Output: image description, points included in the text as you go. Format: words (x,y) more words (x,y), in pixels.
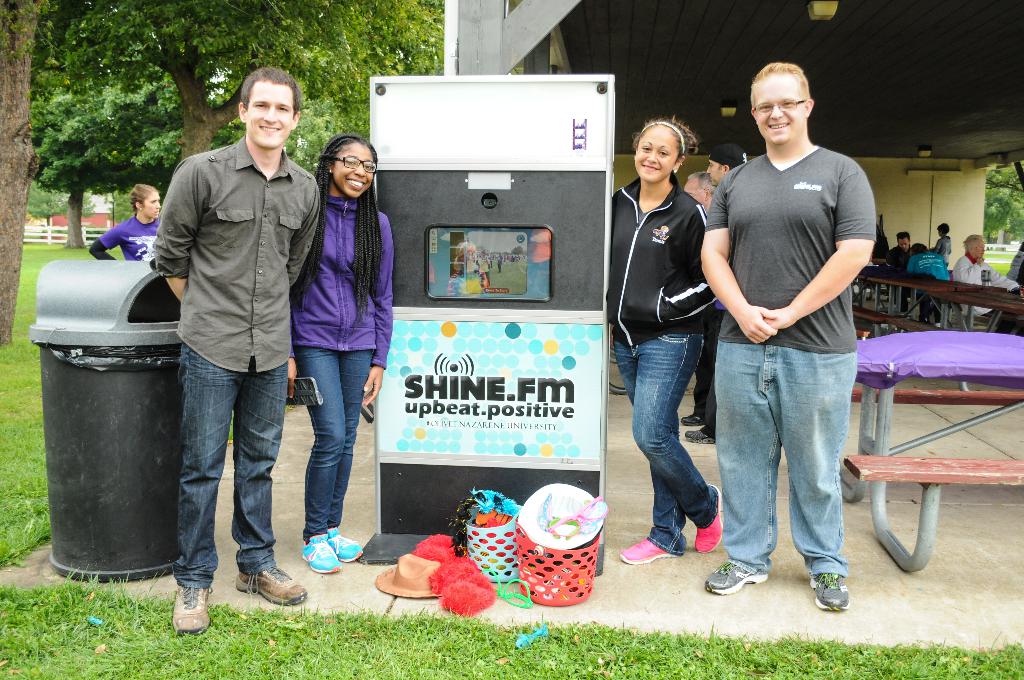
In this image I can see few people (234,322) with different color dresses (385,303). To the side of these people (382,344) I can see the board (483,392). To the left (74,441) there is a dustbin (83,499). And I can see few baskets (496,570), hats (400,581) and some clothes (478,524) in-front of the board (459,381). To the right (959,264) I can see few people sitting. In the background (406,10) there are many trees (309,46) and the shed (561,34).
